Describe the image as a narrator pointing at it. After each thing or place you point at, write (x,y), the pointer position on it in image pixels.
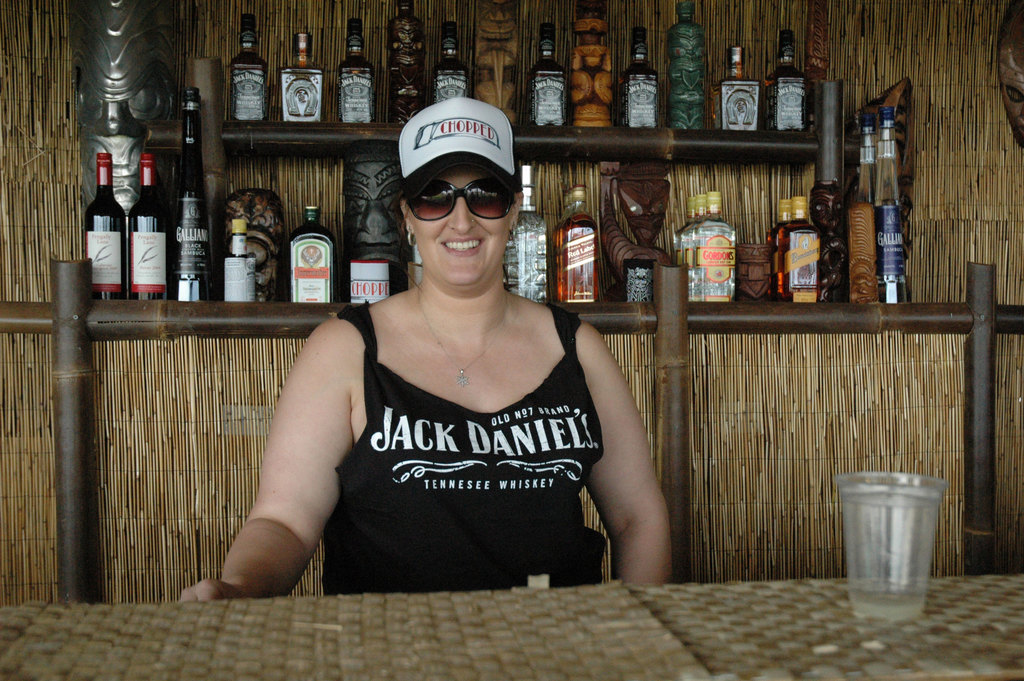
A woman (486,491) is posing to camera with some wine bottles (587,261) in her background (200,232).
